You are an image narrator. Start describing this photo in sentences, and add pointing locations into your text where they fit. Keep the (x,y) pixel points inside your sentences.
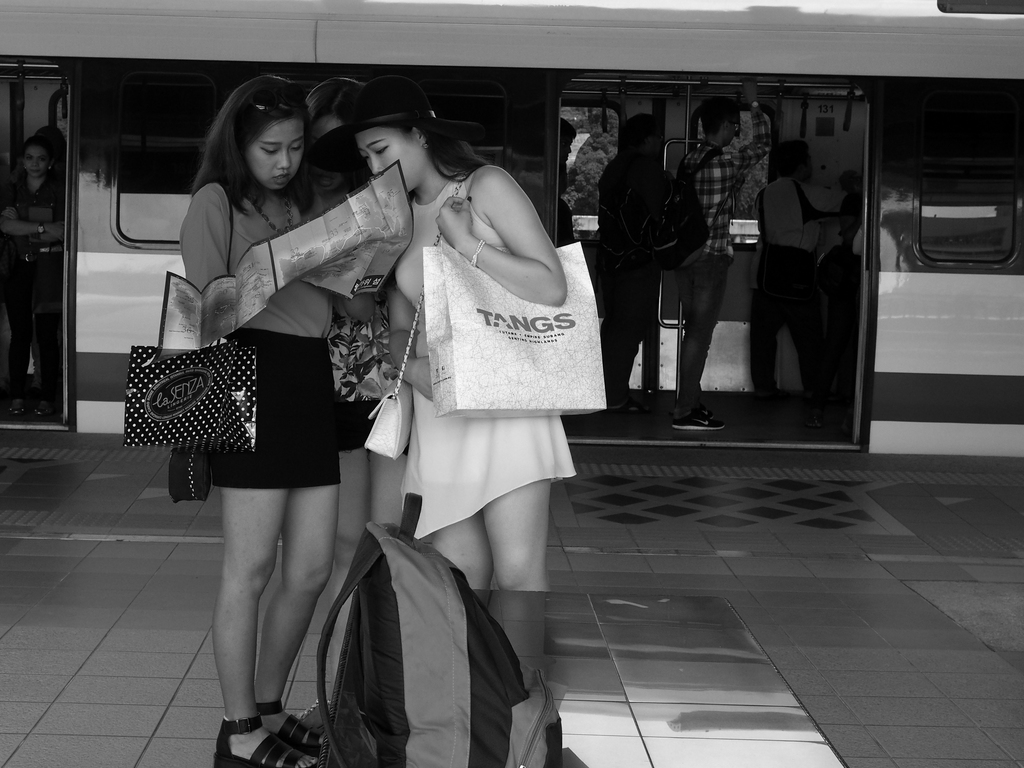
In this picture there are girls (218,225) those who are standing on the left side of the image (269,399), by holding hand bags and there is a bag (466,747) on the floor (712,762), there is a train (79,163) in the background area of the image (542,215), there are people (56,206) inside the train (542,215).
